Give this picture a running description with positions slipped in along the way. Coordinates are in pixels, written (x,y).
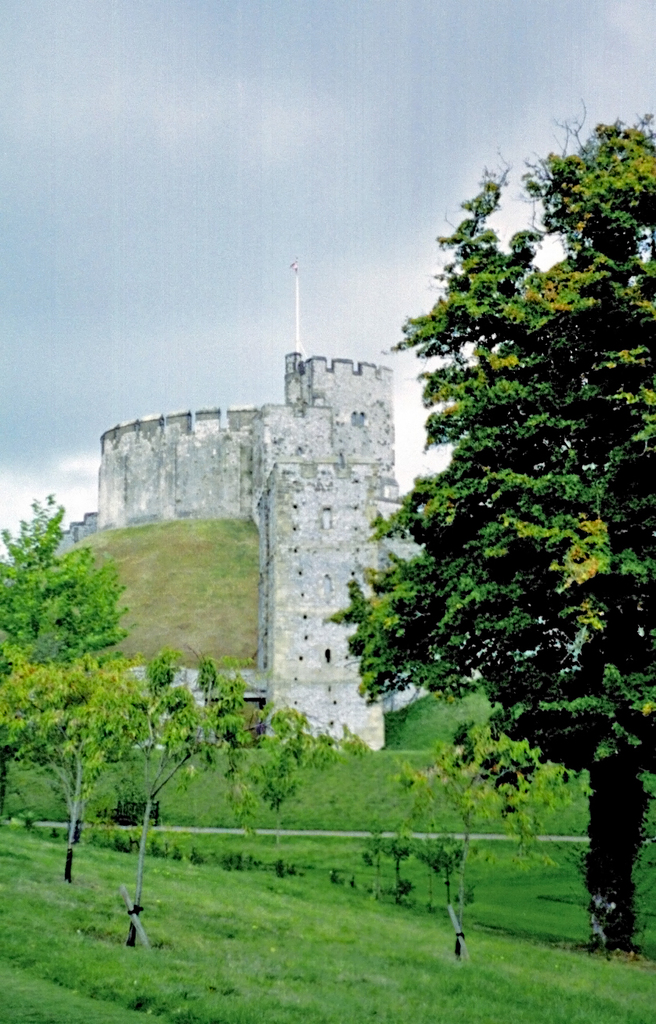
In this image, I can see the trees (286,725) with branches (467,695) and leaves (618,270). This is the grass (289,937). This looks like a building (317,635). Here is the sky (294,149).
